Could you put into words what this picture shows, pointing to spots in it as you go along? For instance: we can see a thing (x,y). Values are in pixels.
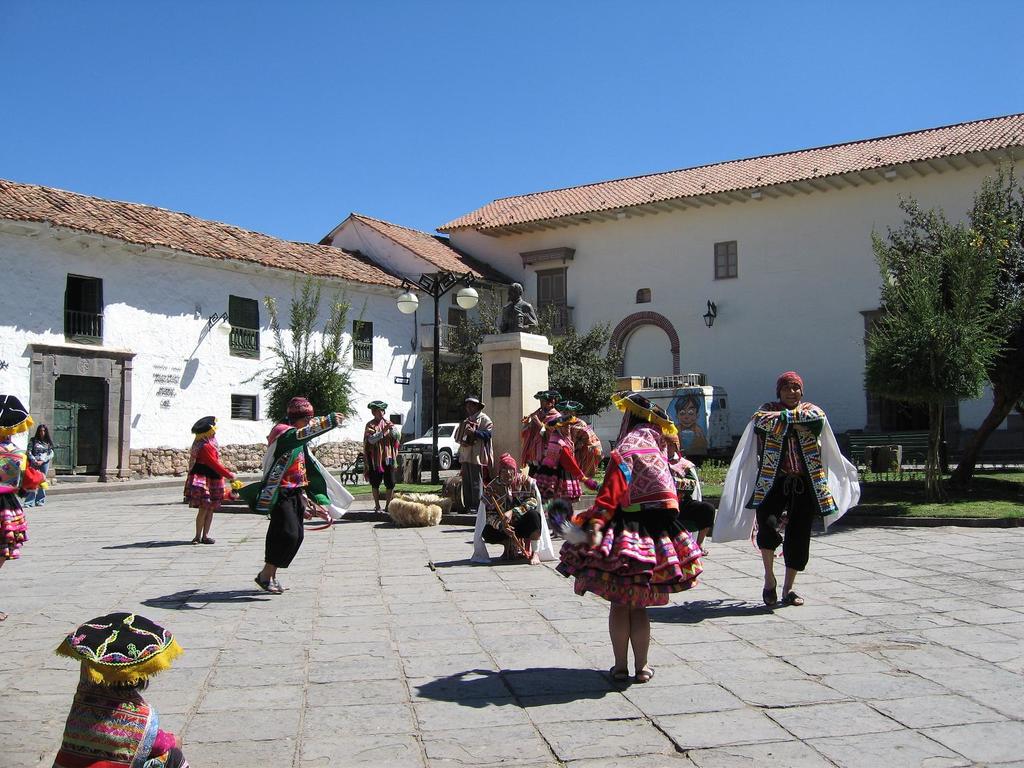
In this picture, we can see a few people (691,518) sitting, a few (799,491) are dancing, we can see the ground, grass (893,499), plants (960,476), pole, lights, and we can see houses (739,376) with doors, windows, and we can see the sky (668,75).
